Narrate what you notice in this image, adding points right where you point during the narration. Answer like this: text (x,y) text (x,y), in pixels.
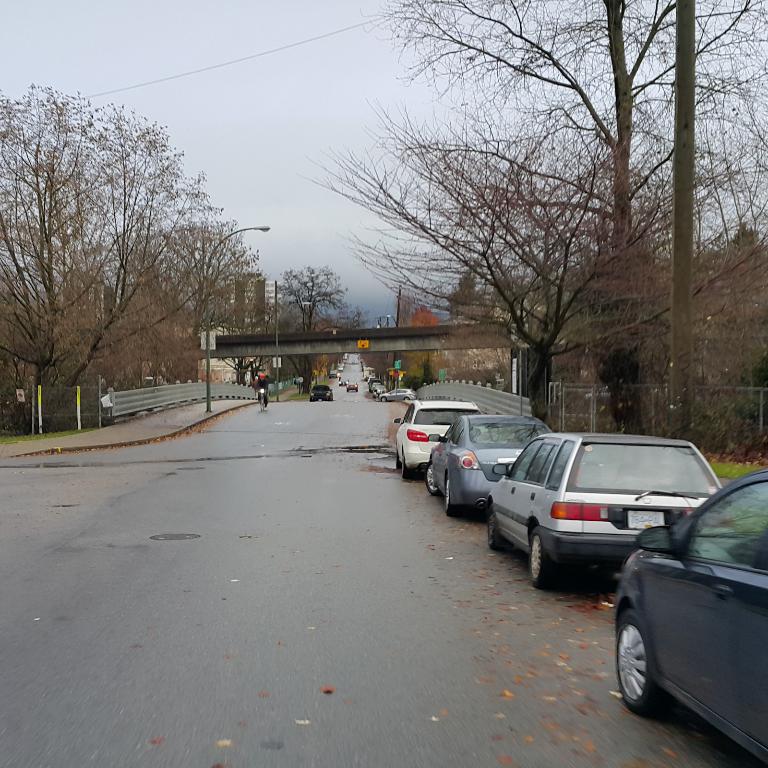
In this image, I can see the cars (744,664) on the road (349,379). These are the trees (529,226). This looks like a street light (238,232). I think this is a person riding a vehicle (265,401). I think this is a flyover (502,342), which is across the road (274,410). This looks like a fence (135,400). I think this is a pole (686,71). Here is a sky (304,135).
